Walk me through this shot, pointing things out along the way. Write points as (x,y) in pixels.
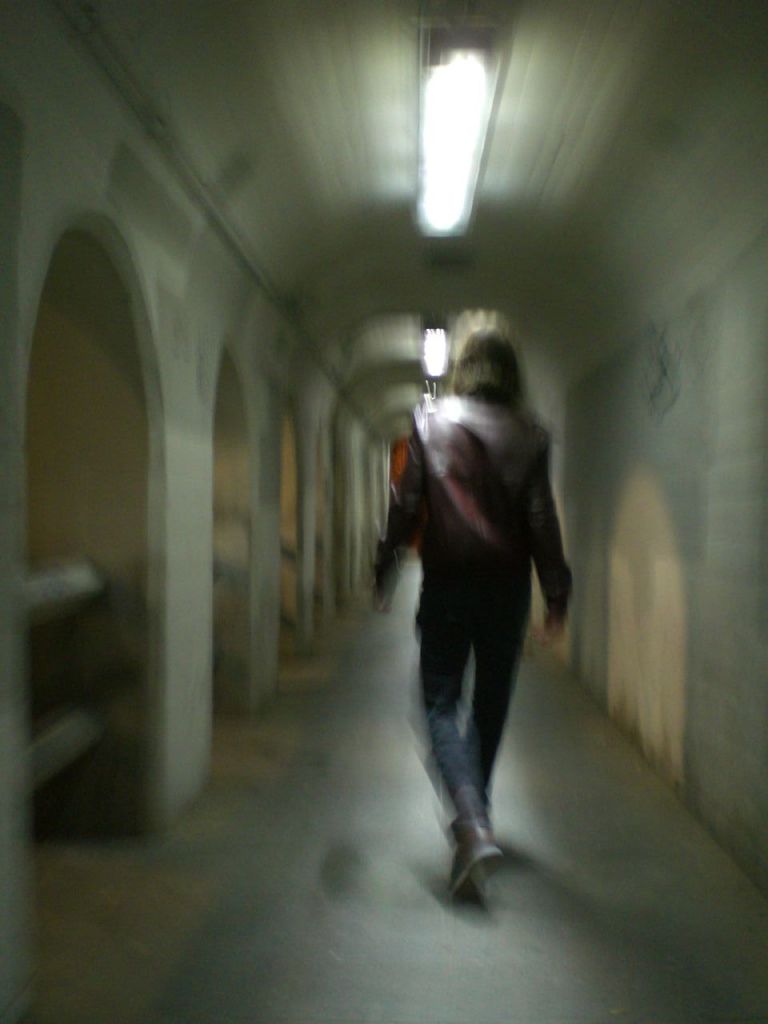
In the picture I can see a person (426,462) walking on the floor (397,682). I can see the arch design construction (207,542) on the left side (149,447). I can see the lighting arrangement (446,163) at the top of the picture (447,161).
